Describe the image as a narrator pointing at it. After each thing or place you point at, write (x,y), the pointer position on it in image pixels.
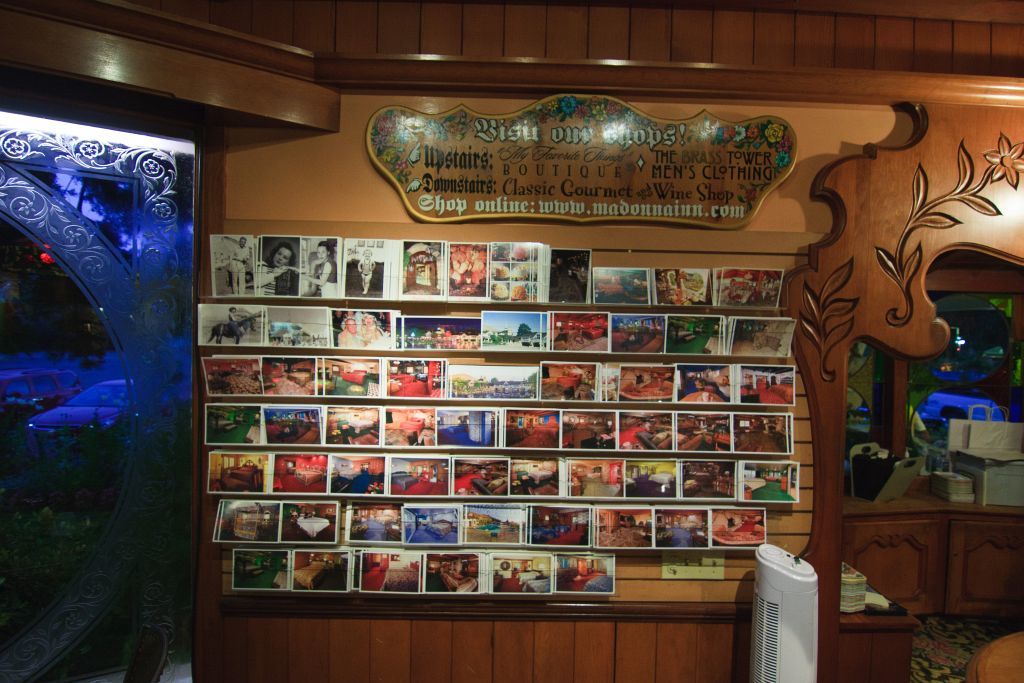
This picture shows a wooden board (488,162) with some text (442,168) and we see photos (744,299) and we see a cupboard (898,532) with some boxes (982,460) and a paper bag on it and we see a Tower fan (757,577) and wood carving (967,166).
